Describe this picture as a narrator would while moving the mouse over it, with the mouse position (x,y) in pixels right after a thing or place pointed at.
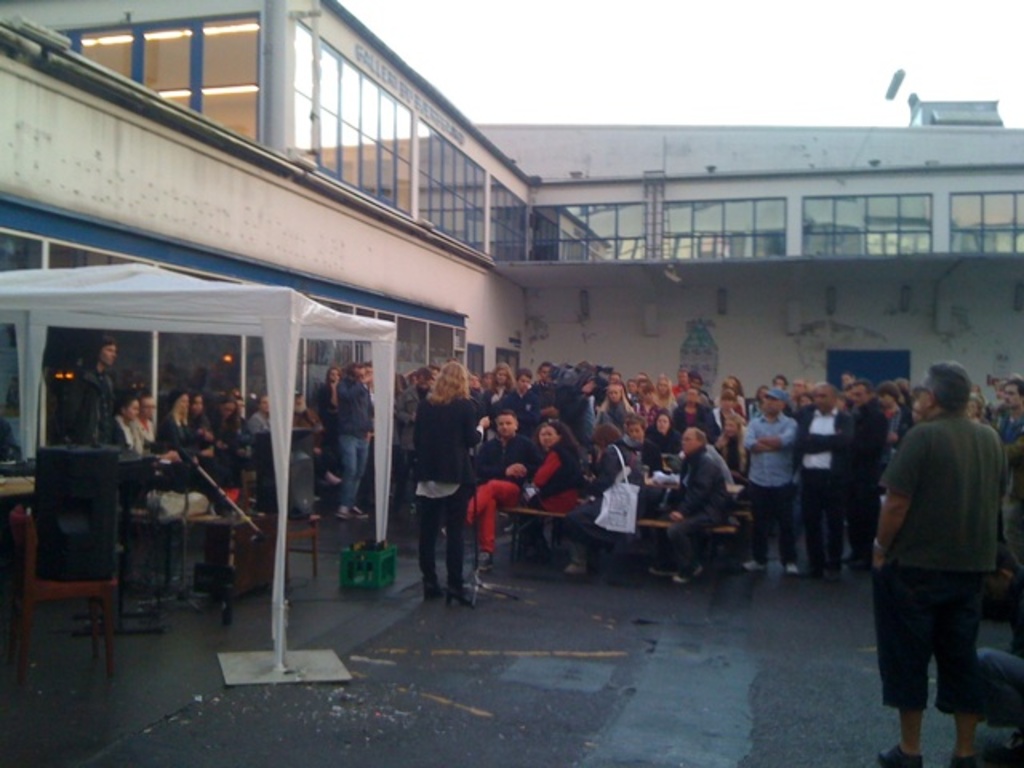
In this image I can see the ground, few persons (450,446) are standing and few persons (654,456) sitting. I can see the white colored tent (236,307), few speakers (94,508), few chairs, a microphone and in the background (652,228) I can see a building (629,248), few windows (702,245) and the sky (519,33).
